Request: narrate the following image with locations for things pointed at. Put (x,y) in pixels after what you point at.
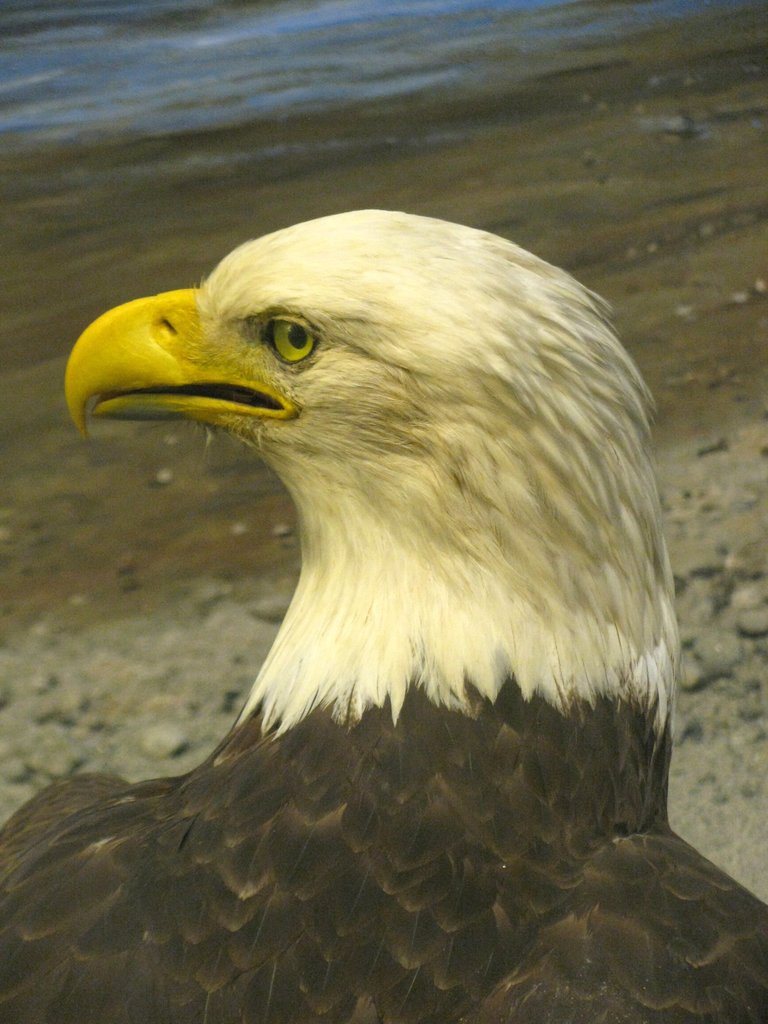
In this image in the front (383,676) there is a bird (402,749). In the background (263,147) there is land (366,167).
